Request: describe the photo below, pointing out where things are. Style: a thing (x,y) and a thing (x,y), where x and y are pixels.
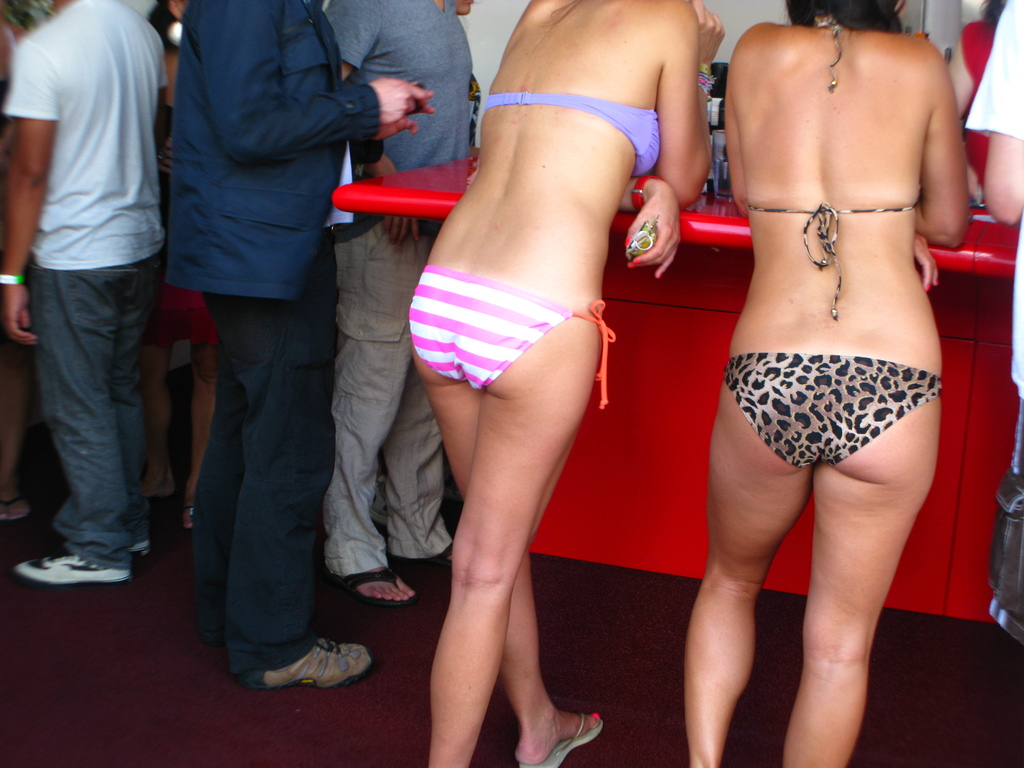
In this image we can see people (469,441) standing and there is a table (993,288). In the background (512,8) there is a wall (505,24).
